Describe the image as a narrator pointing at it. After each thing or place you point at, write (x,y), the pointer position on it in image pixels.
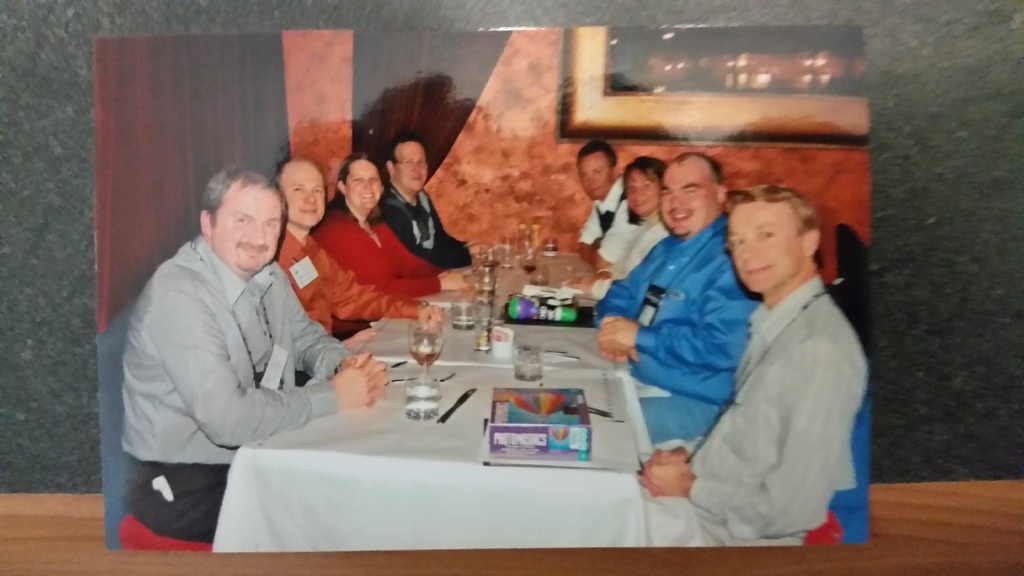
it is a photograph in which people (338,277) are sitting in front of a table (472,380) there are many items (545,412) on the table (227,483).
